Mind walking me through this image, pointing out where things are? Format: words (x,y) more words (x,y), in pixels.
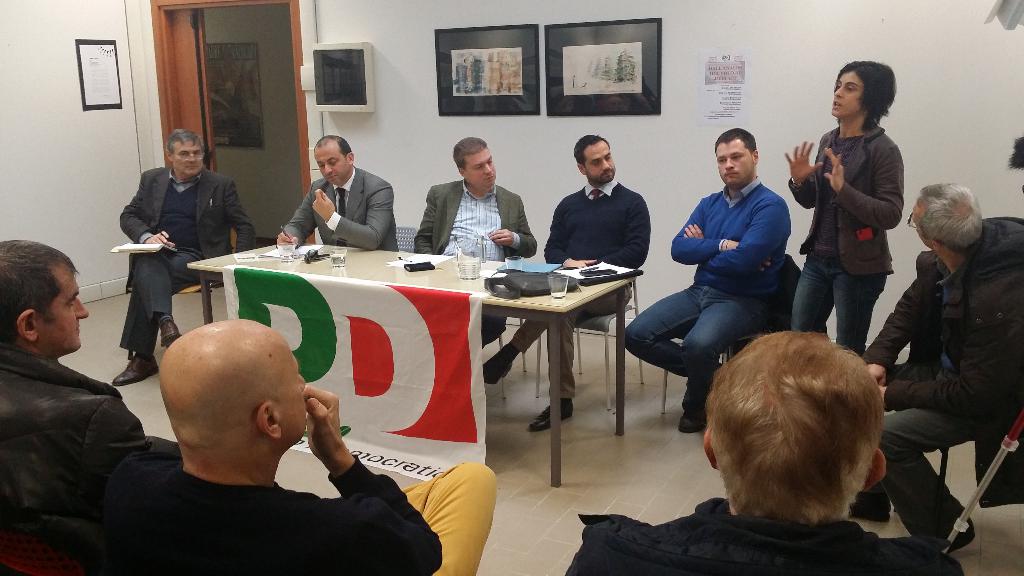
This is an image clicked inside the room (95,117). On the right side (852,167) there is a person (839,190) standing and speaking something. The remaining people (523,208) are sitting on the chairs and listening to this person (821,195). In the background (800,59) there is a wall (725,29) and few frames (612,59) are attached to this wall (407,37). In the middle of the room (397,281) there is a table (367,273). On this some glasses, bag (506,277) and one banner (416,354) are placed.
